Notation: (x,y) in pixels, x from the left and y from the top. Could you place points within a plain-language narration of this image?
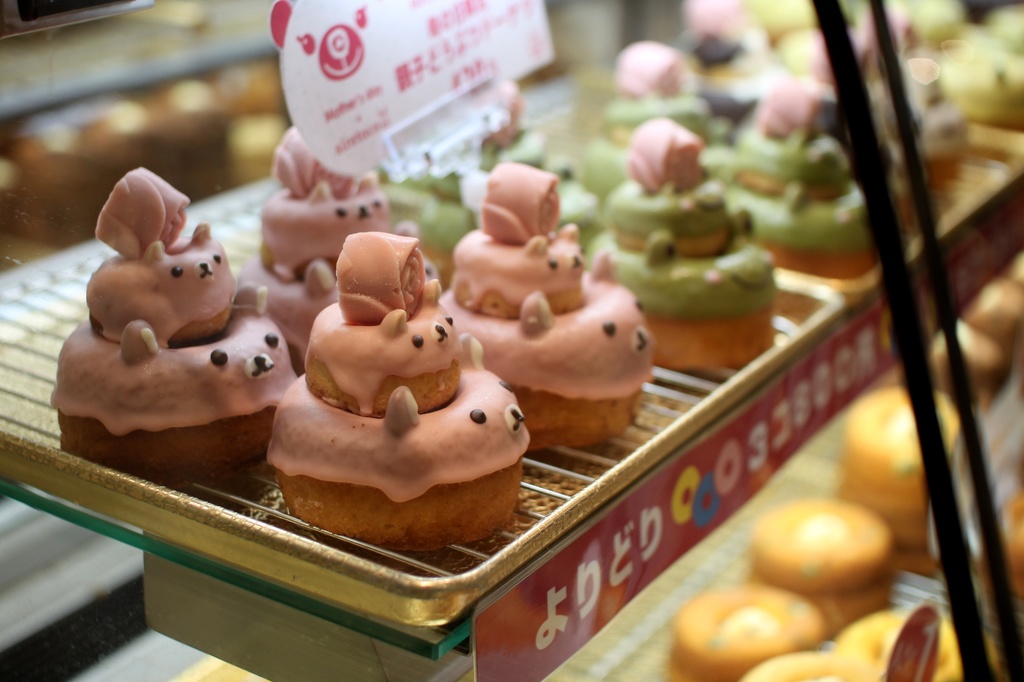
In this image, we can see there are some food items (630,244) on the trays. At the top of the image (331,41), there is a card (347,41). On the right side of the image (831,507), there are some blurred food items (866,533), a board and some black objects (974,451).
